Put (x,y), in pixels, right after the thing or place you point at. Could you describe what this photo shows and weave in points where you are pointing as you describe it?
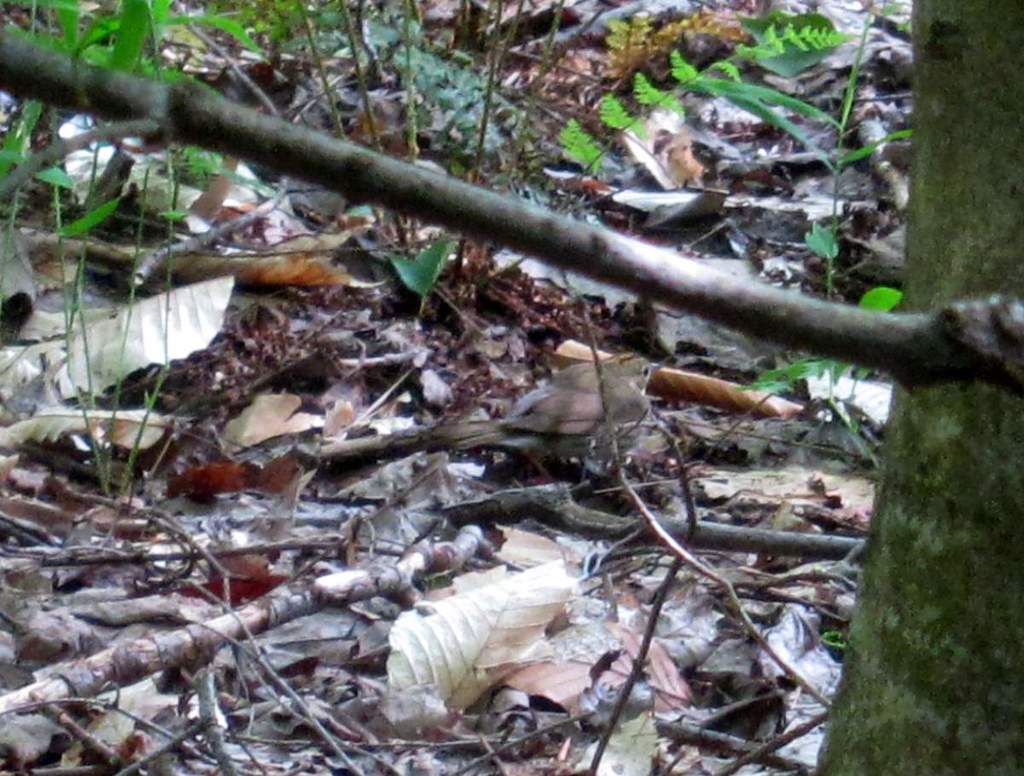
In this image, we can see some leaves (489,631) and sticks (150,659). There is a stem (949,222) on the right side of the image (942,523).
